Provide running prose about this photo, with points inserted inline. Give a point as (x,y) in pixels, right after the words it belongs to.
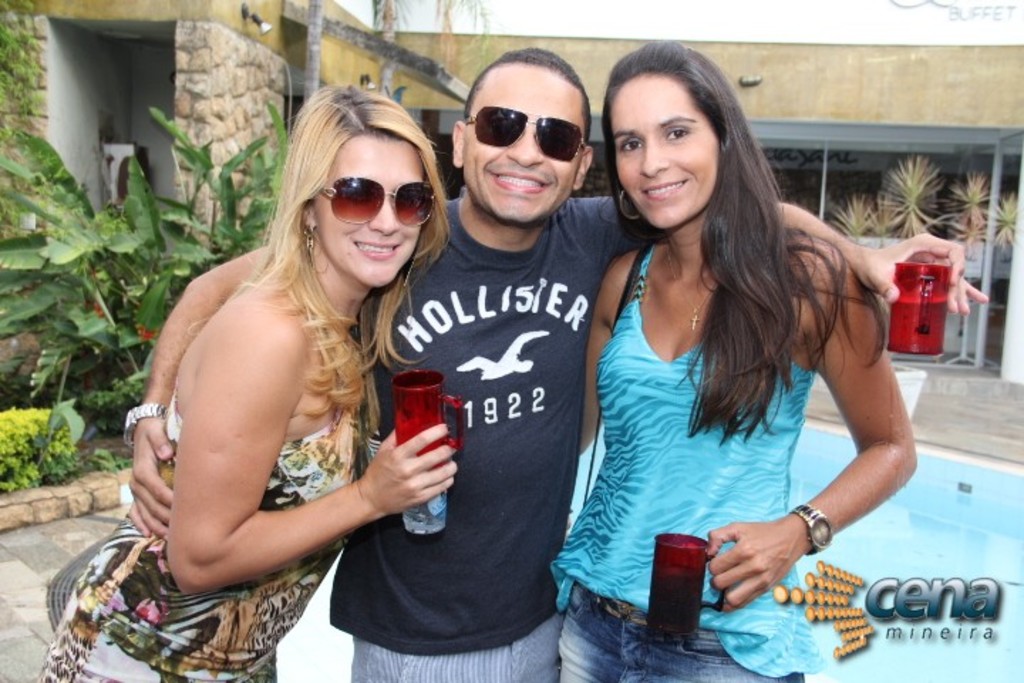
In this image there is a man (517,167) and two women (300,442) standing, they are holding cups (657,568), there is a drink (929,317) in the cups (929,317), there is a swimming pool (958,503) towards the right of the image (974,511), there is a flower pot (919,374), there are plants (909,206), there is a building (992,129), there is light (263,30) on the building (352,46), there is the sky (667,20) towards the top of the image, there is text (974,17) towards the top of the image (956,16), there is text (924,603) towards the bottom of the image (921,603).
